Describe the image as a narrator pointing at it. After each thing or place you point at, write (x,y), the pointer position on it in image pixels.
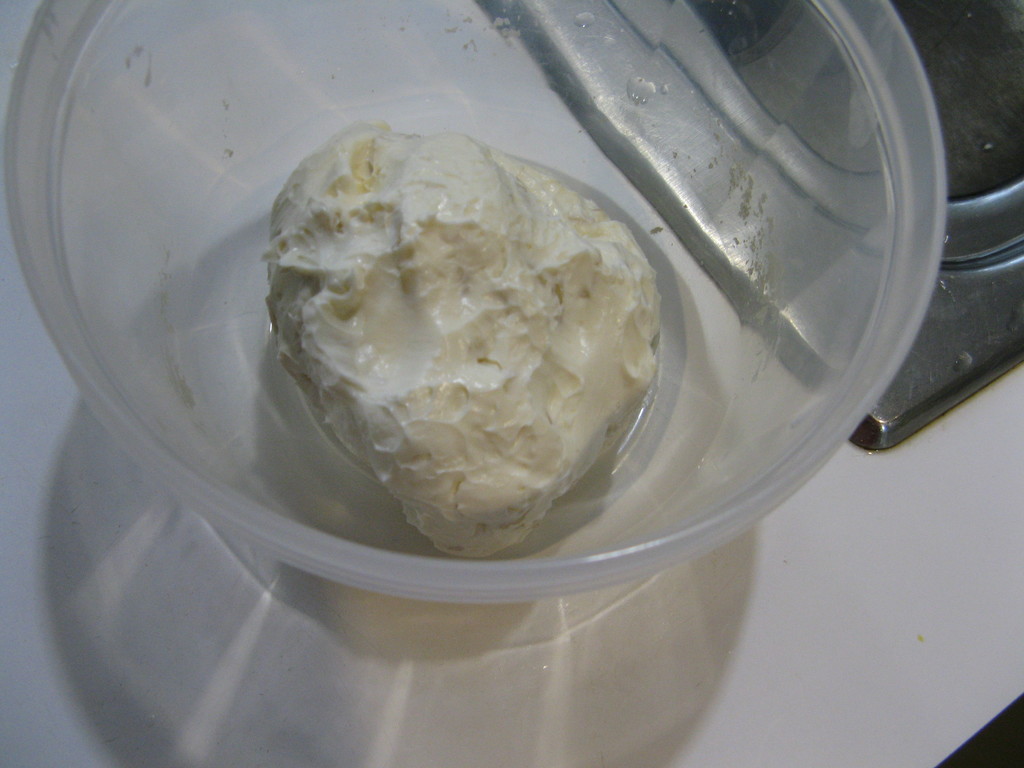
In the image in the center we can see one table (133,553). On the table (681,598), there is a bowl (847,419) and sink (860,431). In the bowl (616,434), we can see some food item (422,204).
